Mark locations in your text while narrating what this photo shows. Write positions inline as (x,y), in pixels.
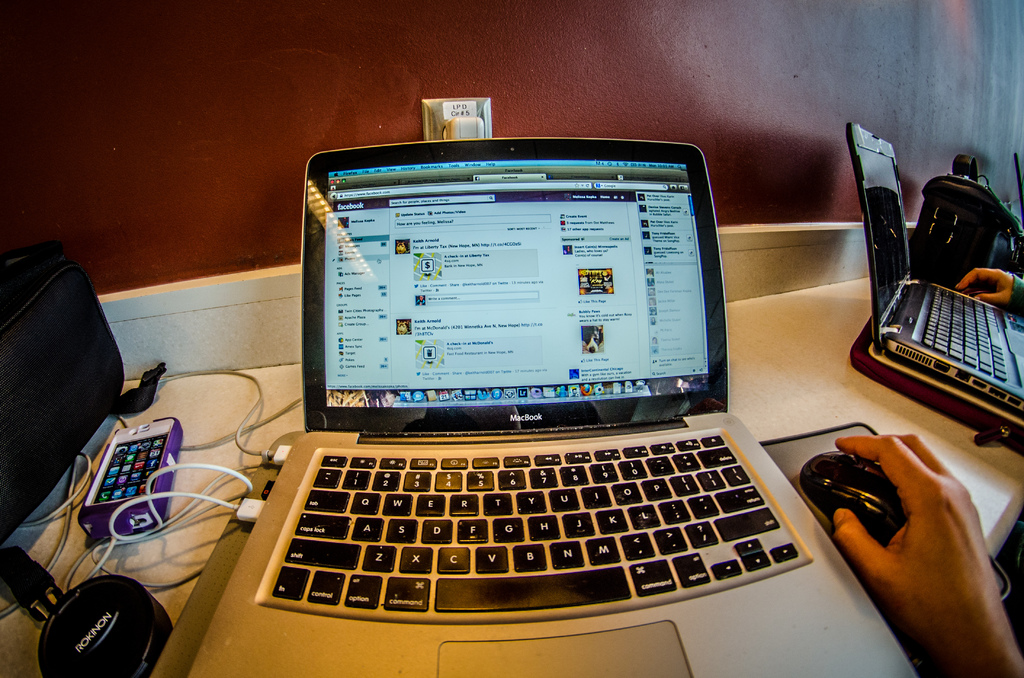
In this image there is a table (216,472) on which there is a laptop (401,513). Beside the laptop (716,561) there is a man (949,547) who is holding the mouse (878,481). On the left side (154,475) there is a mobile phone (122,517), USB cables (183,496). On the right side (937,338) there is another laptop (908,360) on the table (915,408). Beside the laptop (925,282) there is a bag (959,212). In the background (605,66) there is a wall (380,71).
